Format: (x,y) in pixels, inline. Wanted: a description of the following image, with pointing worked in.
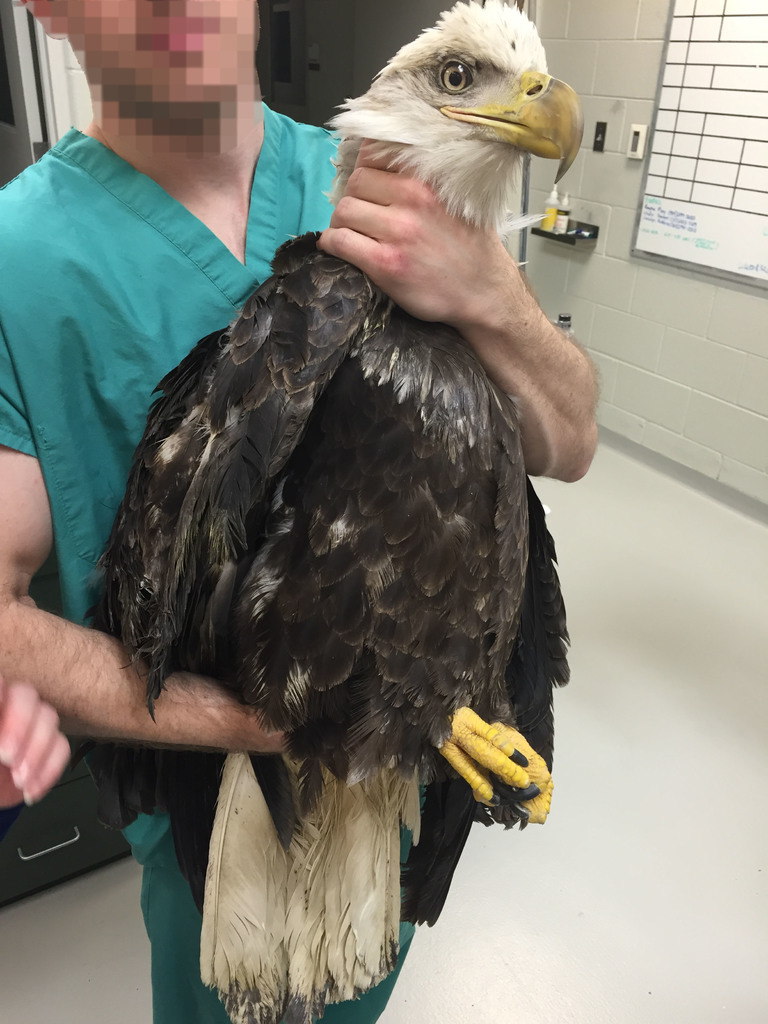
In the image we can see a person (29,510) wearing clothes (162,330) and holding a eagle (235,434) in hand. There is a whiteboard (721,195), this is a wall (686,372) and surface (617,877), white in color. This is a human hand (24,777).
